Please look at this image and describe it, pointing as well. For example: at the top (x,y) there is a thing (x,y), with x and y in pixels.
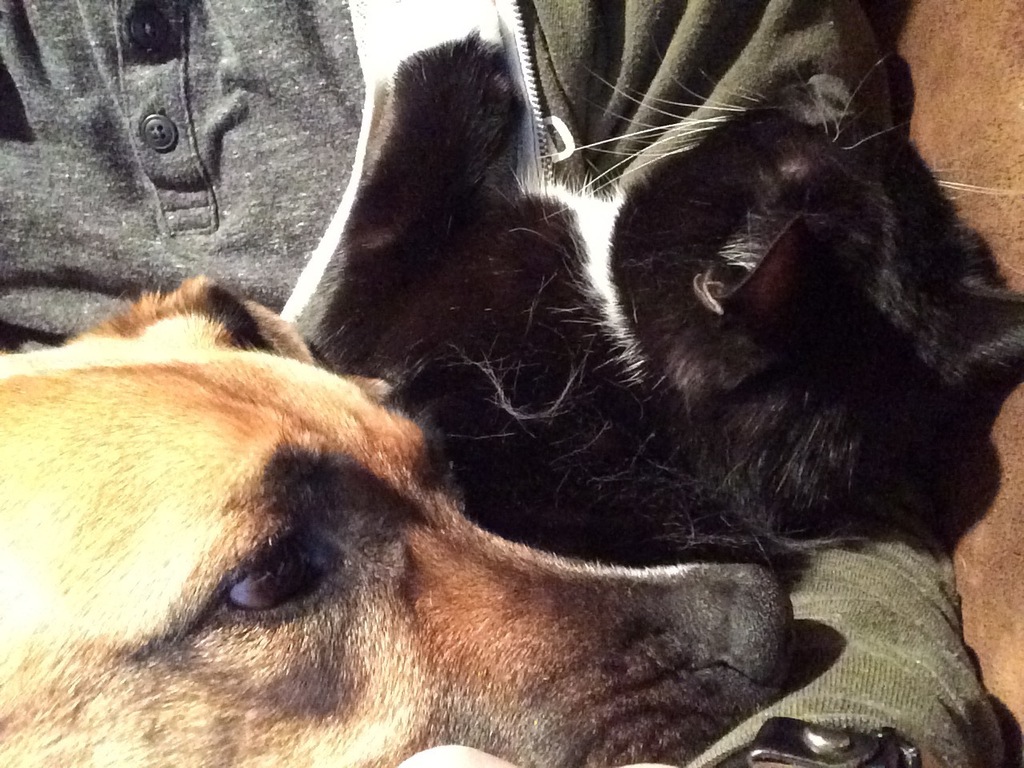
In this image we can see a dog (21,475) and black color animal (611,442). In the background (12,52), we can see a person (55,27) wearing T-shirt (55,27) and jacket (624,99).
